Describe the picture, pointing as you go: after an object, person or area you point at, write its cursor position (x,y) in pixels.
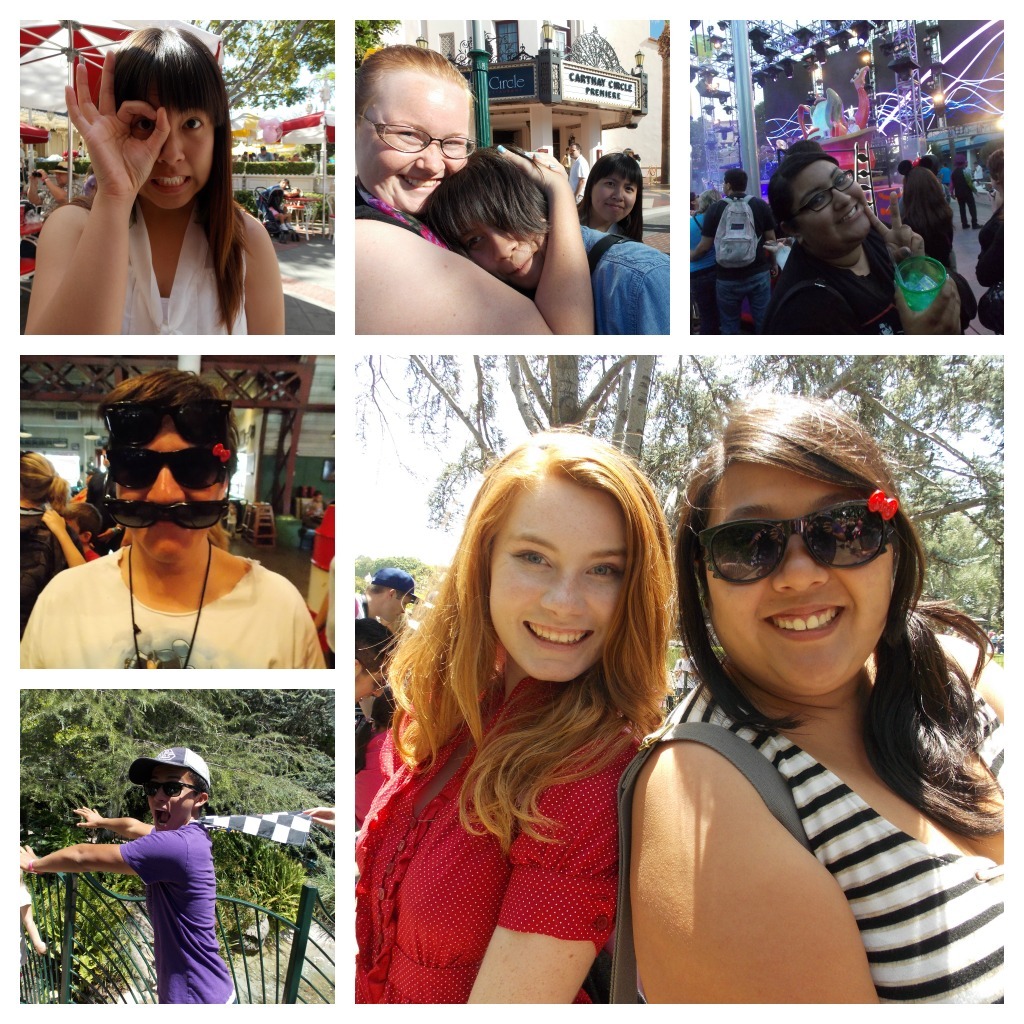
This is a collage image, in this image there are people (435,318) doing different activities in each picture.
